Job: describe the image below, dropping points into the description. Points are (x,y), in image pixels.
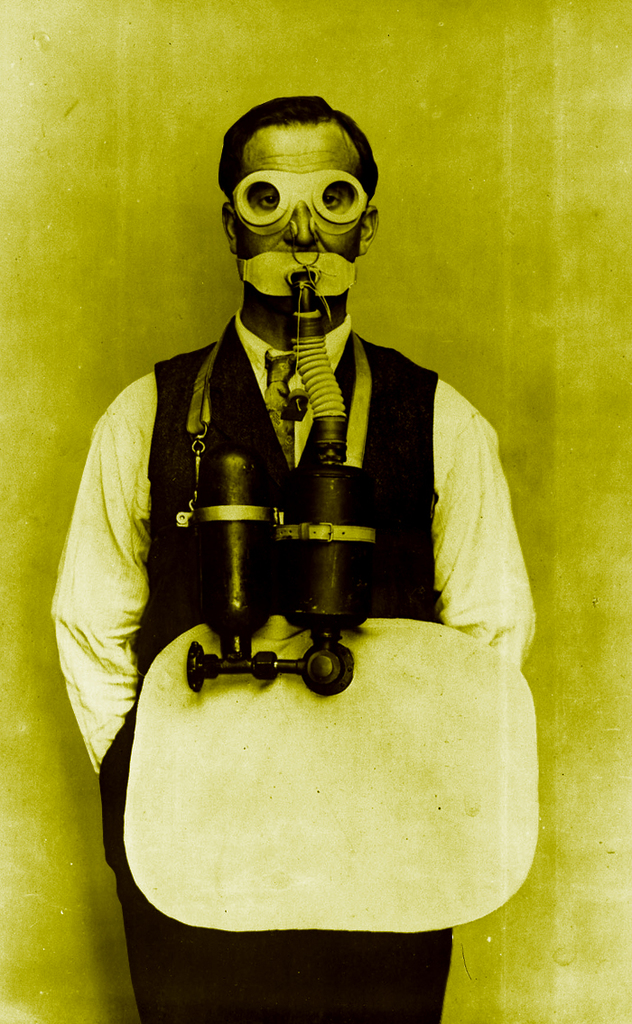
In this picture there is a man (117,874) wearing oxygen cylinder (272,664), behind him it is green.
